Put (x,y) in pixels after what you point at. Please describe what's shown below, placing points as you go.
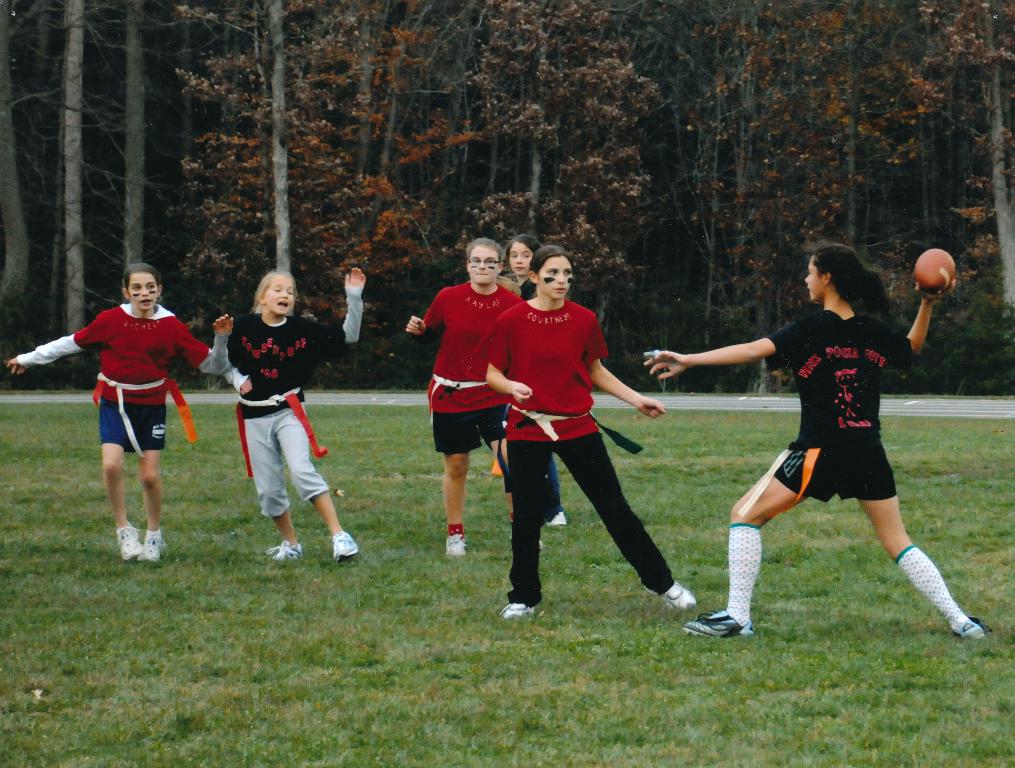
A woman (855,475) is standing holding ball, where women (542,409) are standing in the grass (565,618), these are trees (378,198).
